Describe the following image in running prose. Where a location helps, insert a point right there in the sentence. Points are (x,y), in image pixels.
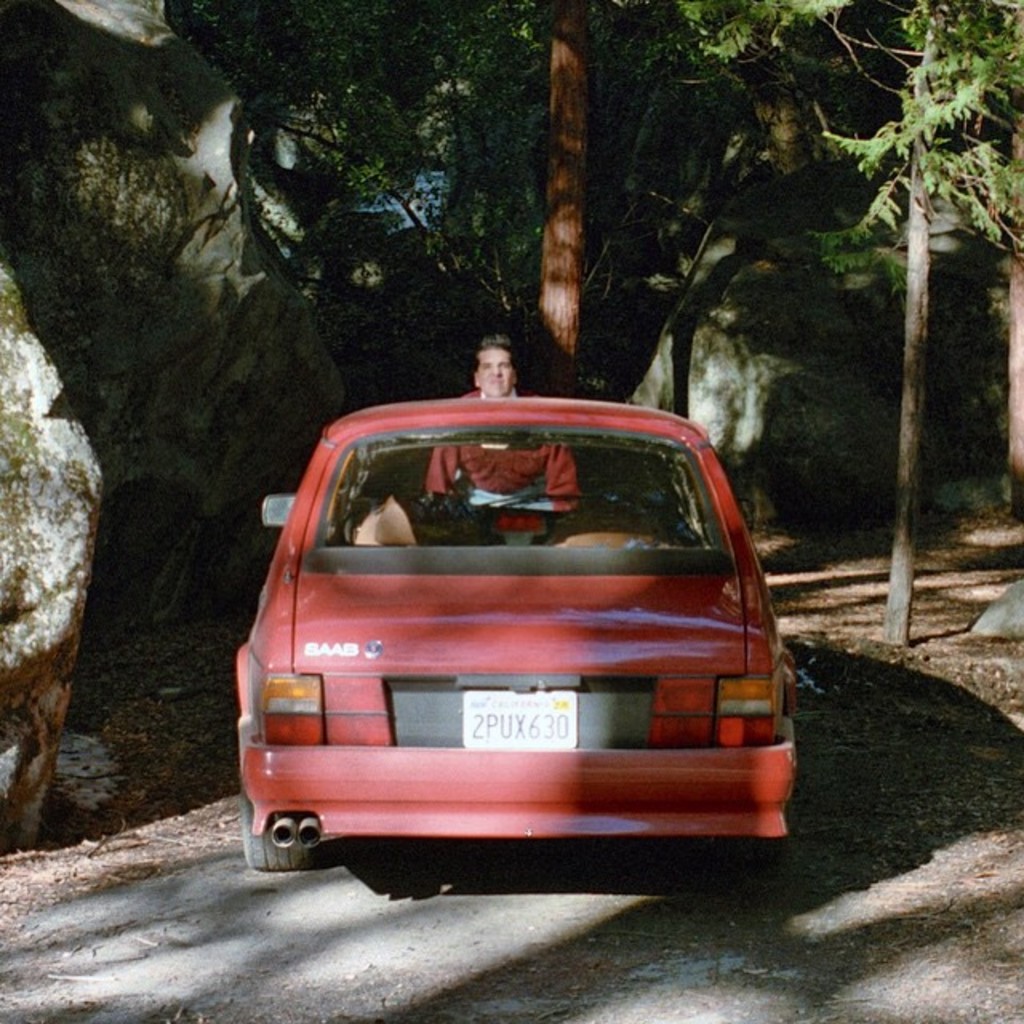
In this picture I can see a vehicle (501,659) on the road (133,936), there is a person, there are trees (509,7) and rocks (235,194).
